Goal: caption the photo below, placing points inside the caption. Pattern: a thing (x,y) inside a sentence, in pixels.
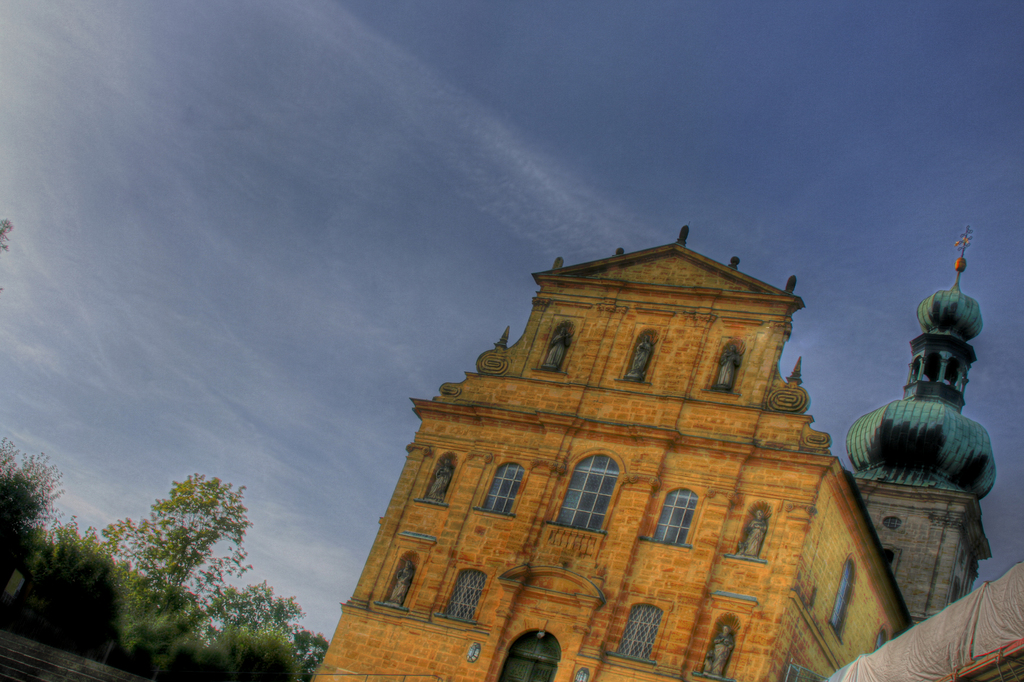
In this image we can see the building (684,396), arch (567,590), windows (681,535), trees (277,620), plants (283,639), at the top (880,88) we can see the sky (469,259).
